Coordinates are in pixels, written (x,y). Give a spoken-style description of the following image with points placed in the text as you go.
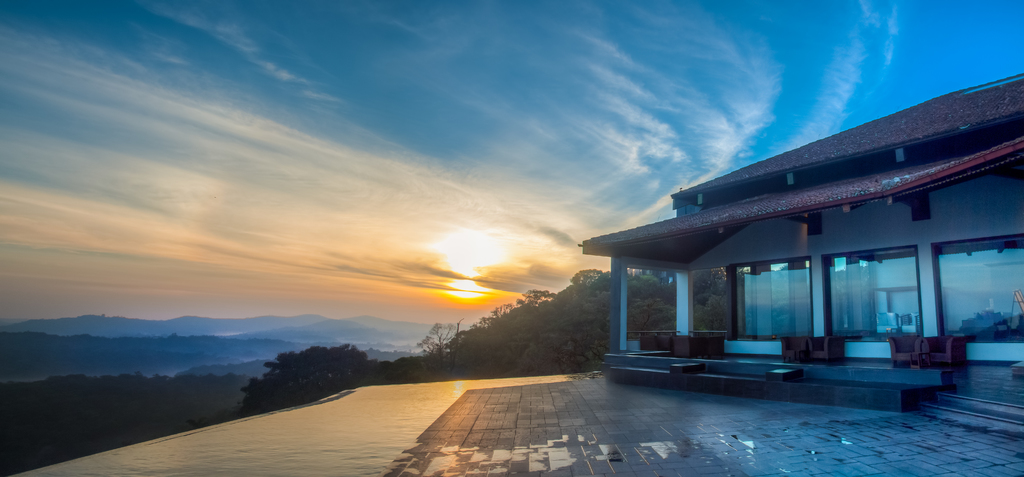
In this picture there is a beautiful view of the house (804,287) with a glass windows (844,317). In the front (553,454) we can see some cobble stones (536,436) on the ground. Behind we can see the mountains (409,335) and some trees (446,352). On the top (304,71) there is a view of sunset sky (309,124).
